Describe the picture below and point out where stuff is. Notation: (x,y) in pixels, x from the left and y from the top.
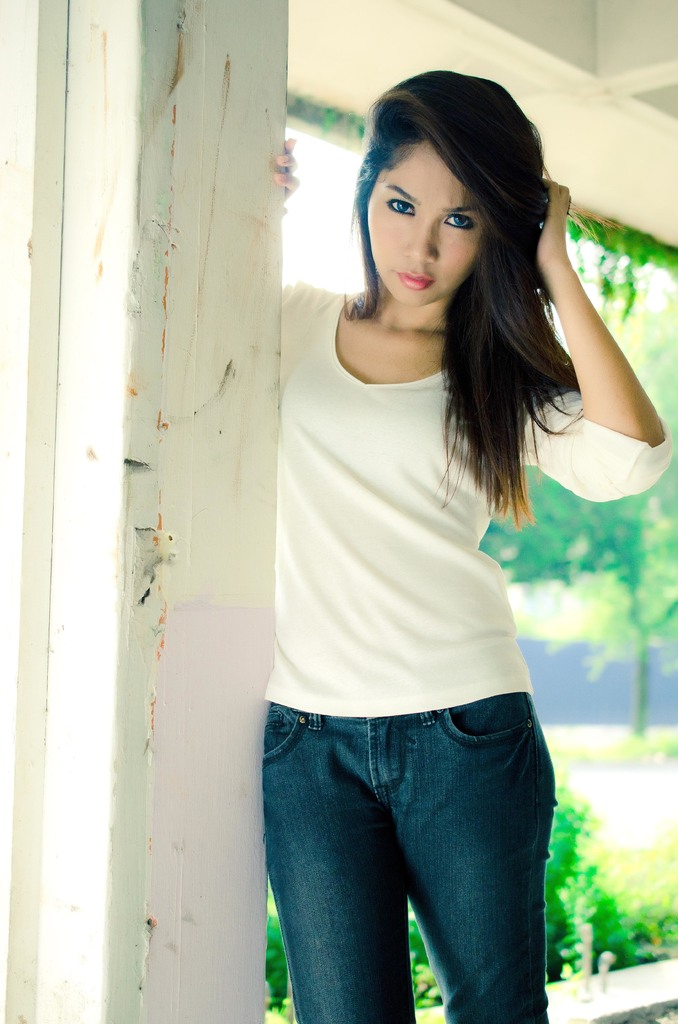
In the picture there is a woman (412,644) standing beside a wall (69,84) and posing for the photo.
